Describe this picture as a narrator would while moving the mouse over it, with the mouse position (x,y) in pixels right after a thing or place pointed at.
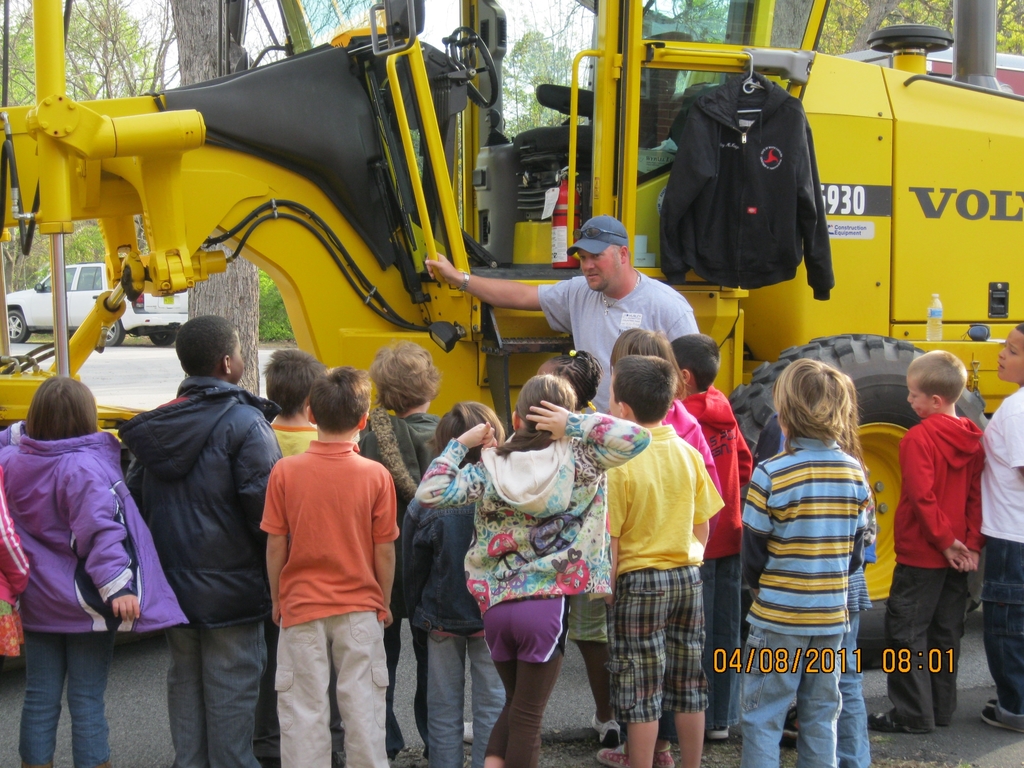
In this image we can see a yellow color vehicle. In front of it children (307,518) are standing and one man (648,323) is standing near the vehicle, who is wearing grey color t-shirt (572,308). Background of the image (248,287) trees (208,27) are there and one car (144,320) is moving on the road (141,371).
